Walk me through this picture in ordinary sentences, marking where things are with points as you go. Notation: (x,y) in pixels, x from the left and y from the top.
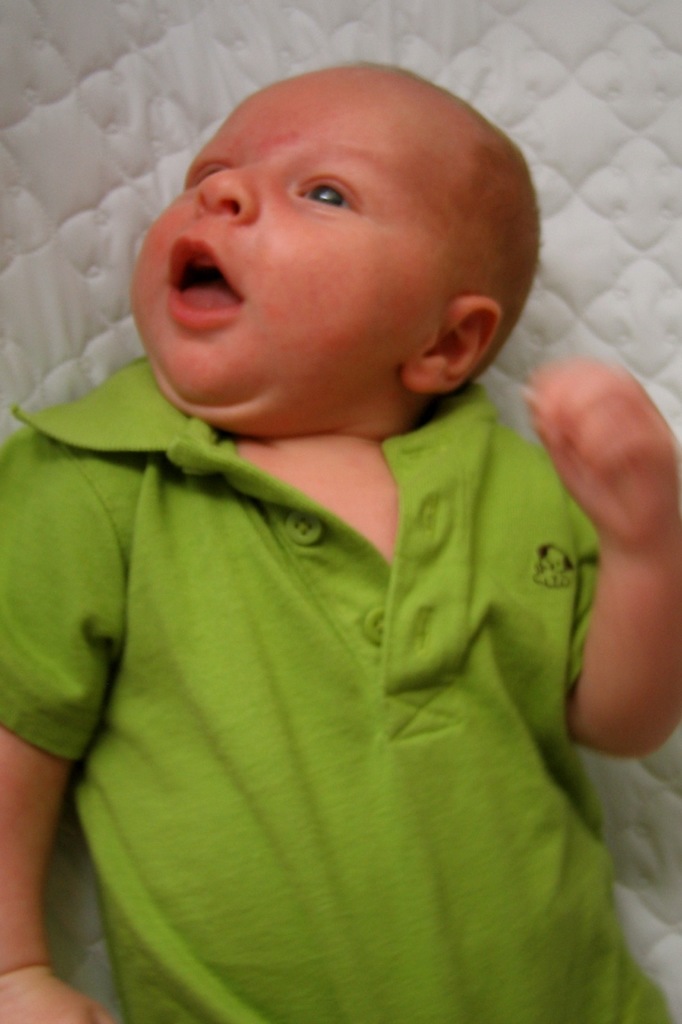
In the center of the image (295,497) a baby (298,404) is lying on the bed (535,306).
